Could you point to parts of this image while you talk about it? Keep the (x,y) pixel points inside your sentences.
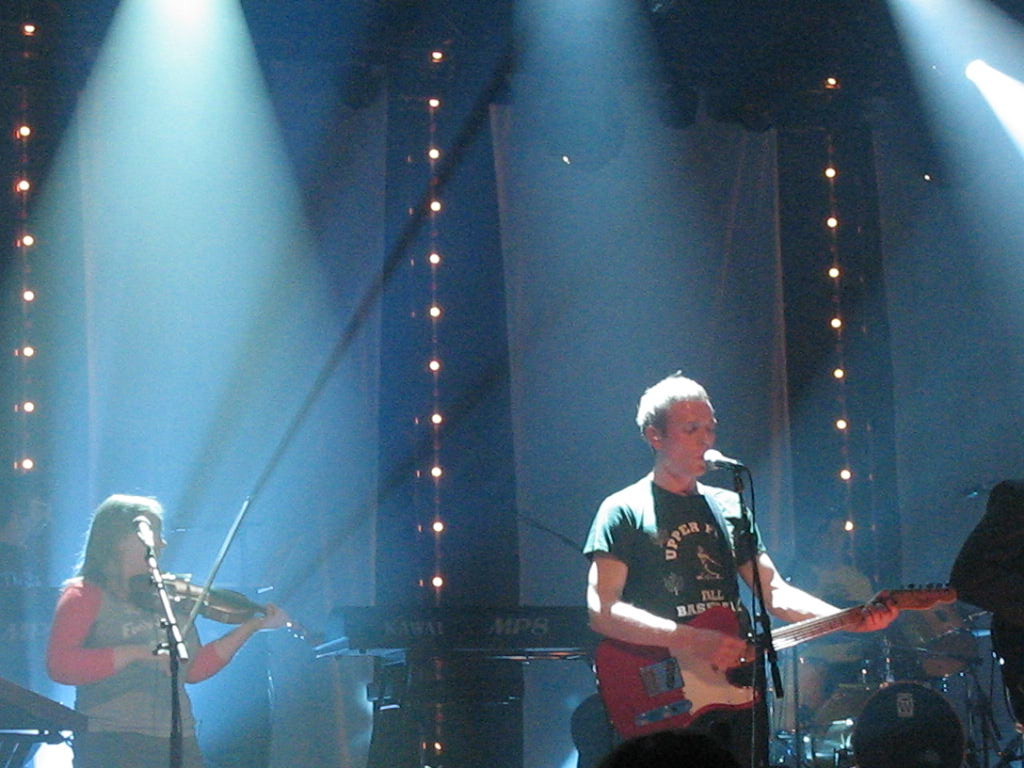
This is picture of a musical concert. In the left side (146,607) a lady (150,608), she is playing violin (212,599). in front of her there is a mic (139,525). On the right side (725,586) a man (684,547), he is singing along with playing guitar (677,667). In front him there is mic (724,462). In the background (837,587) a man (847,579) is playing drums (872,662) and a keyboard (486,621) is placed. On the top (935,84) there is light (958,71). On the background (131,268) there is curtain (279,267) and light string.
